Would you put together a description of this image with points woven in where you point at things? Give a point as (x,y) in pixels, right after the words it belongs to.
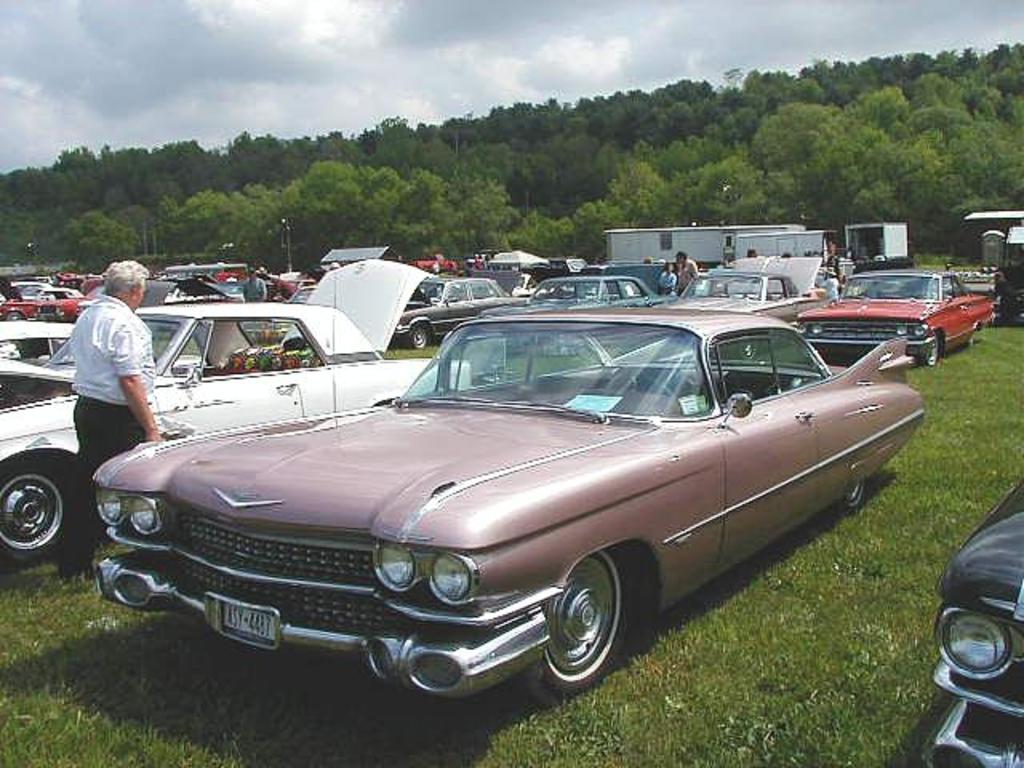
This image consists of so many cars (575,459). This is clicked outside. There are trees (488,195) in the middle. There is sky (570,62) at the top (318,131). There is a man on the left side (144,325).
